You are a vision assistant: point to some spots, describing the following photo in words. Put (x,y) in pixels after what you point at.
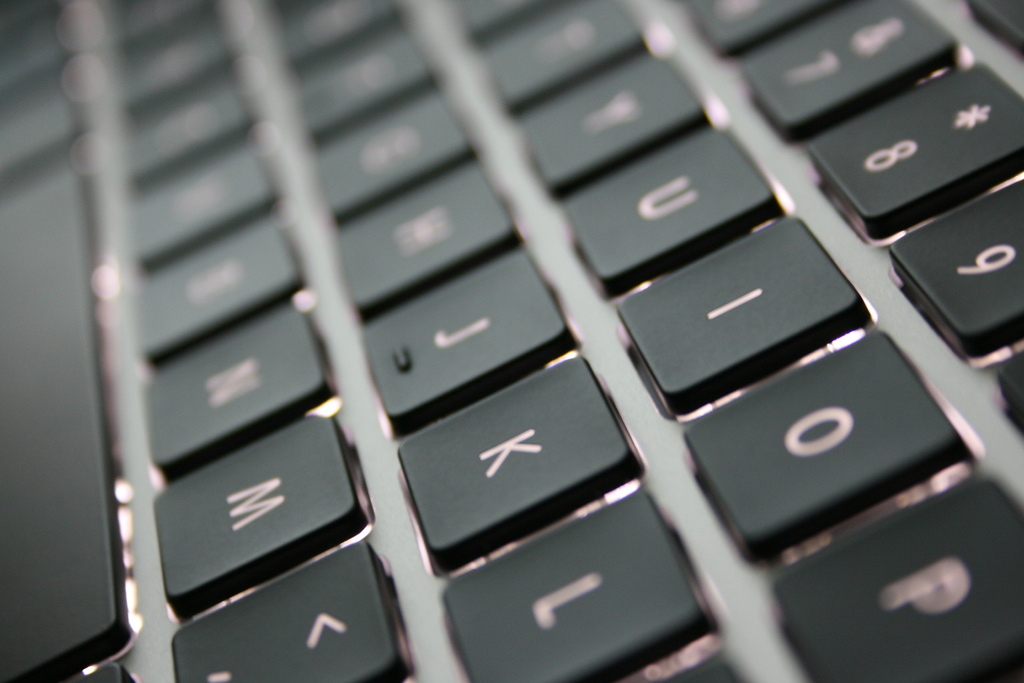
Here I can see the black color buttons (490,421) of a keyboard (513,176). On each button (313,489) I can see the letters (245,493) and numbers (875,164).
